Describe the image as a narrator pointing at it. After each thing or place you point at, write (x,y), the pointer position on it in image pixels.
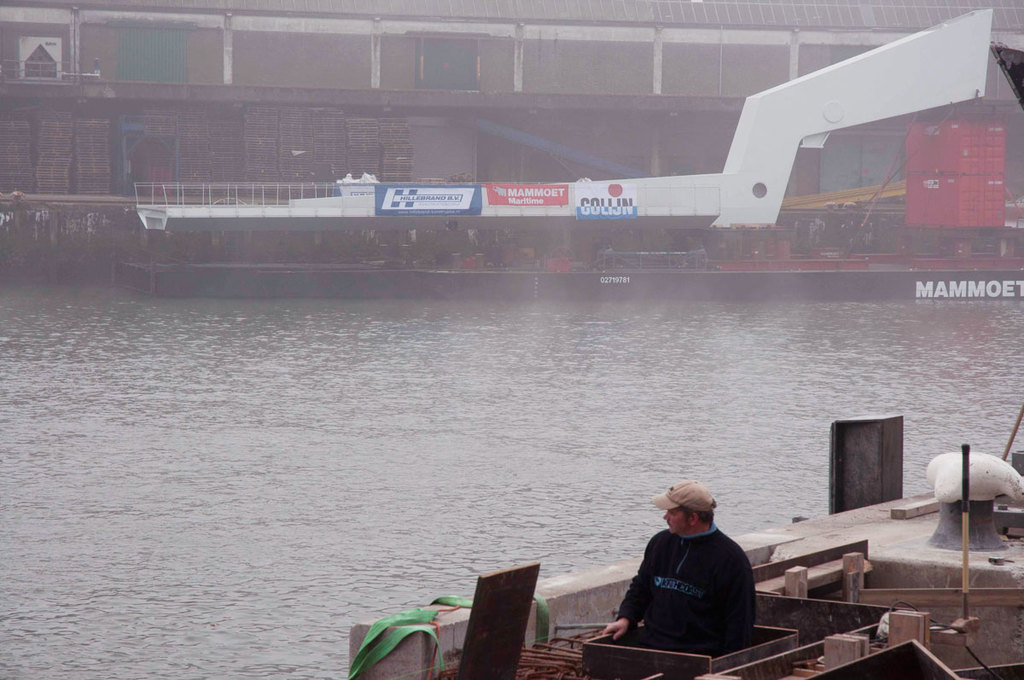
In the image I can see a river (494,555) beside which there is a person (702,489) on the quay (779,539) and behind there is a boat (605,184) in which there are some things (370,181) and the building (317,97).
